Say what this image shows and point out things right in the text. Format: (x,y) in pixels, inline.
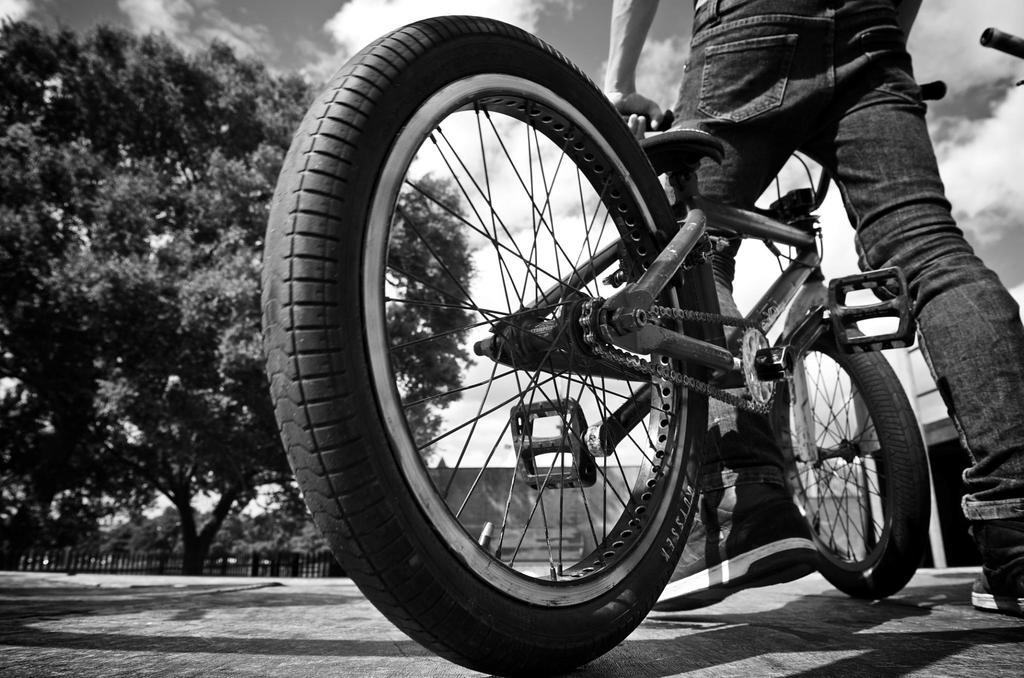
This is a black and white image. In the foreground of the image (392,384) there is a person (755,448) holding a bicycle (651,238). In the background of the image (126,339) there are trees (240,502), fencing (327,572), wall (578,510), sky (284,48). At the bottom of the image (359,629) there is road (155,641).
